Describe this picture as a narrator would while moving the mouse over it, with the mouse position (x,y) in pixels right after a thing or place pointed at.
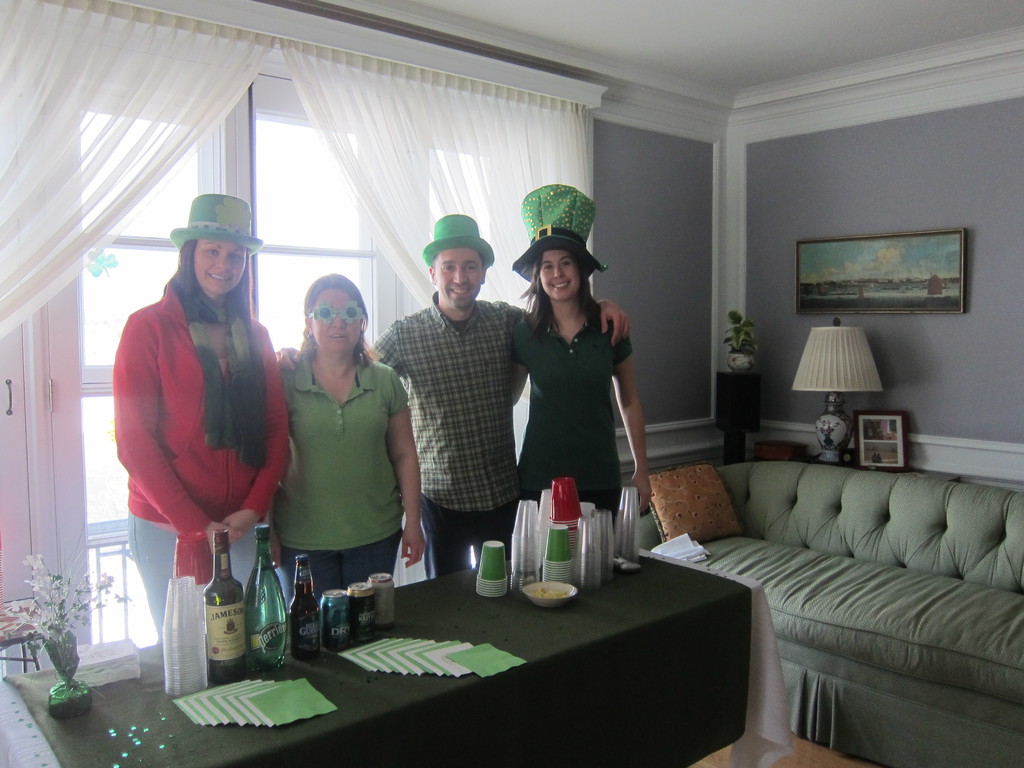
In the picture we can find four people (334,331) standing near the table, three women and one man (504,320), on the table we can find the glasses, bottles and cards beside to them we can see a sofa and pillow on it and we can also see the lamp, photo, wall (717,255). And in the background (163,175) we can find curtain (123,209), window (311,254) and curtain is in white color and the people (474,275) are wearing hats (446,242).
